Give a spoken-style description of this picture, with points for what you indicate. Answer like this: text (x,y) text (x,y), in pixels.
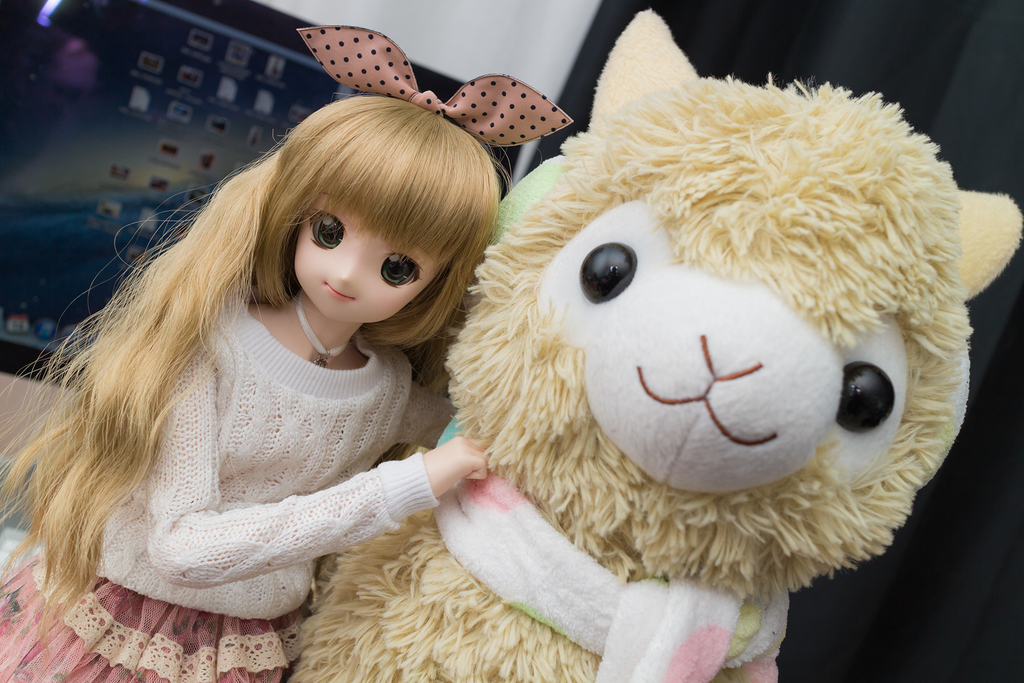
In this image I can see a doll (216,497) and a soft toy (559,476) in the front (554,416). On the left side of this image (227,158) I can see a monitor (8,356) and on the right side (991,49) I can see a black colour cloth (682,18).
